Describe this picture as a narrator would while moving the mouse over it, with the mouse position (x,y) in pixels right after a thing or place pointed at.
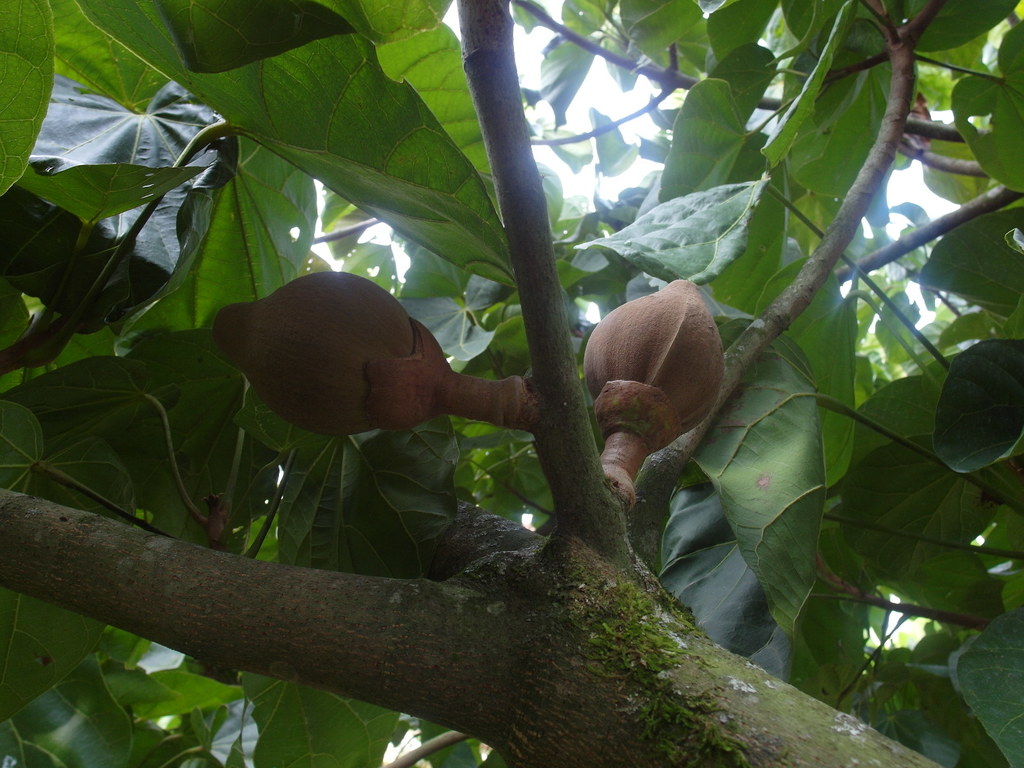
At the bottom of this image (692,579), there are branches (537,278) having two fruits (688,314) and green color leaves (415,47). In the background (559,177), there are green color leaves (402,200) and there is sky (597,80).
